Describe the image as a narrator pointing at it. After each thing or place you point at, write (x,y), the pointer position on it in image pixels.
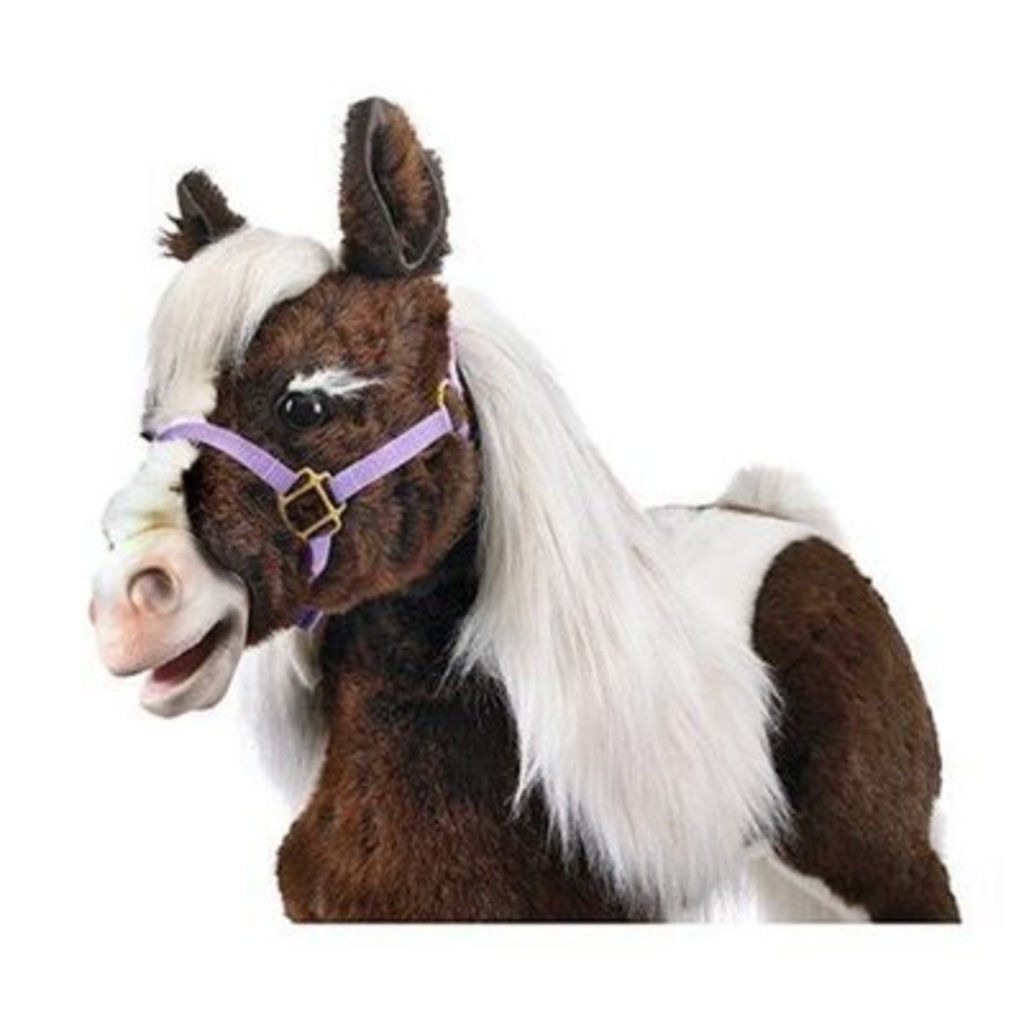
In this image we can see a toy horse (475,773).
